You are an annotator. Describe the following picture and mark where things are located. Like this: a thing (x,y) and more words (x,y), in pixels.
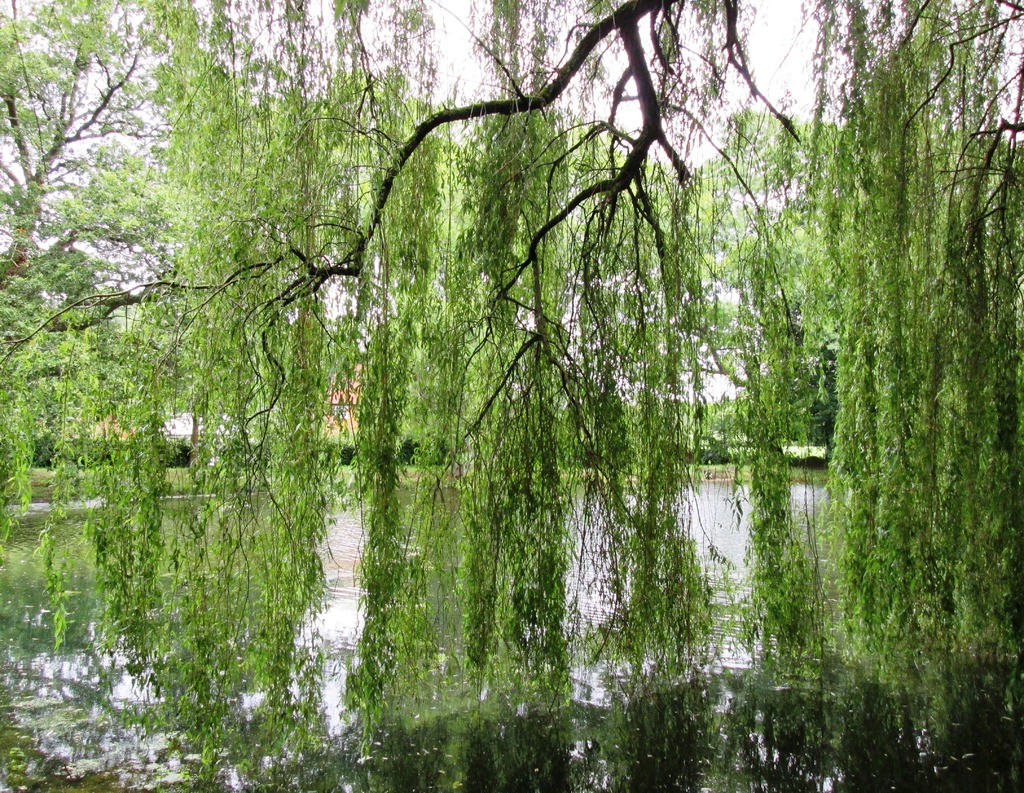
These are the trees (495,248), in the down side it is water (657,733).
